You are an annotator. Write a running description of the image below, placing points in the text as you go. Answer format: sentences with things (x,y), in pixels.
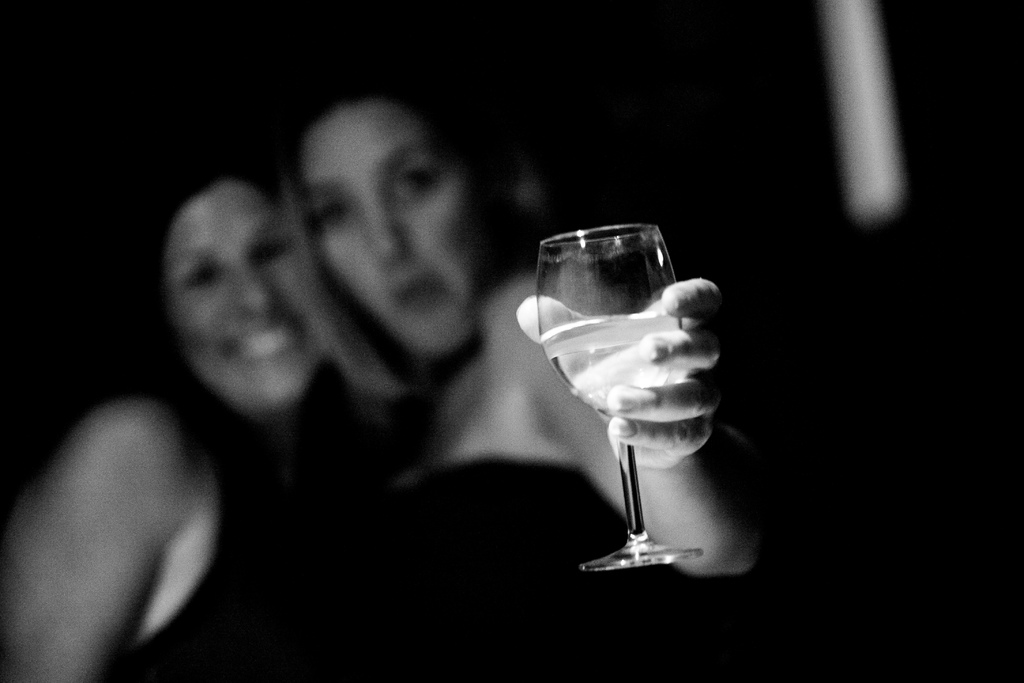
In this image I can see two people (287,288). Among them one person (519,323) is holding the glass (611,270).
